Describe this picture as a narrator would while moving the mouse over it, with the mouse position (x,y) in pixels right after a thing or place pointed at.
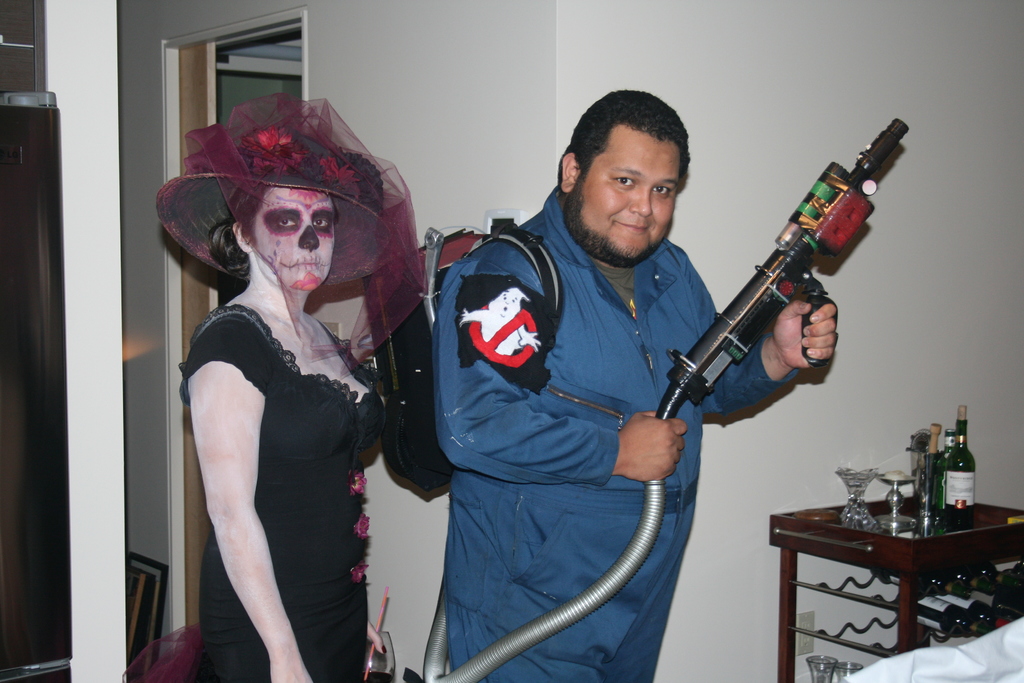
This image is taken inside a room (182,154). There are two persons (440,325) in this room (413,503), a man (568,470) and a woman (328,371). In the right side of the image (866,476) there is a table (892,543) with few things (916,506) on it. In the middle of the image (584,298) a man (550,395) is standing and holding a gun (751,336) in his hand (780,314), beside him a woman (320,328) is standing. She is wearing a hat (327,169). In the background (695,74) there is a wall (583,109) with door (204,101).
